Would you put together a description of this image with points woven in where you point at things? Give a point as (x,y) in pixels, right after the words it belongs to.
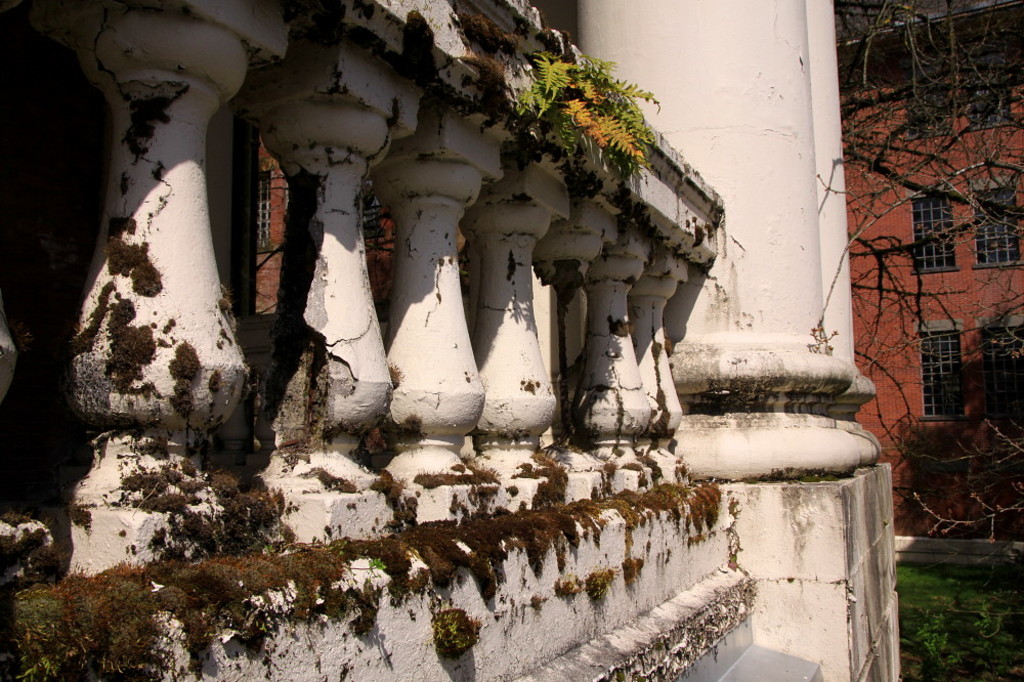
This picture is clicked outside. On the left (283,118) we can see the leaves (599,130) and a guard rail (342,400) and we can see the pillars (766,76). On the right (917,567) we can see the green grass (964,606), dry stems (985,308) and a building (951,256) and we can see the windows (921,252) of the building (969,293).
